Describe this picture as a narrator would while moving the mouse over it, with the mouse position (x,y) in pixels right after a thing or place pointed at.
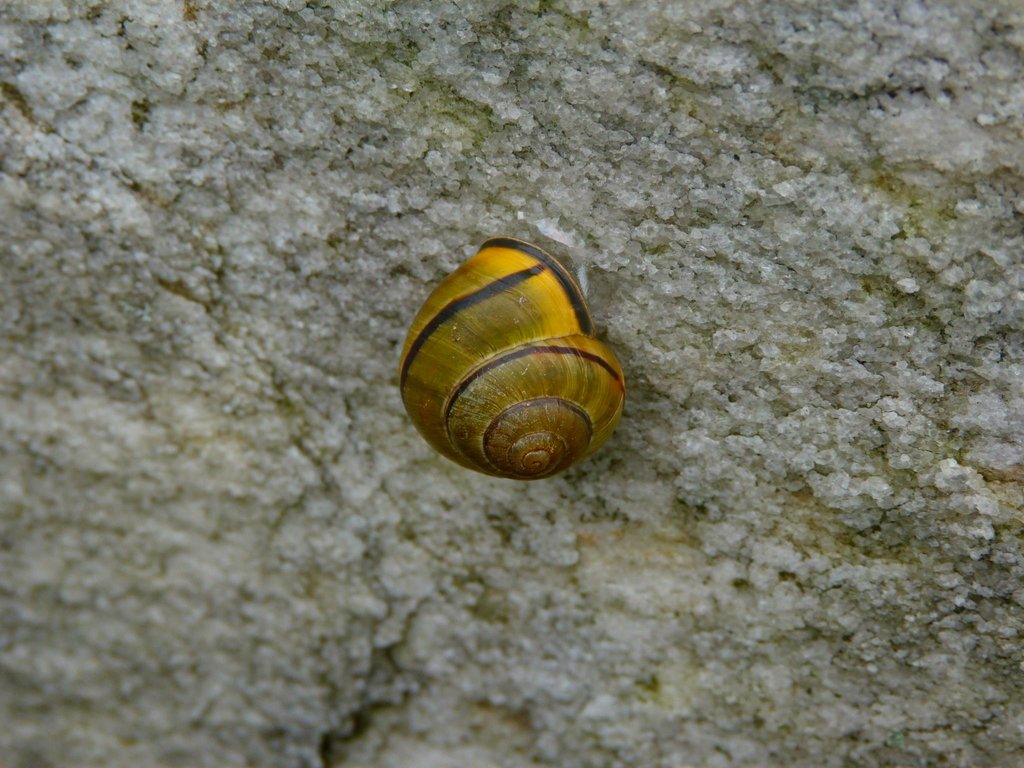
In this image we can see a shell (501,367) on a surface (275,160).
